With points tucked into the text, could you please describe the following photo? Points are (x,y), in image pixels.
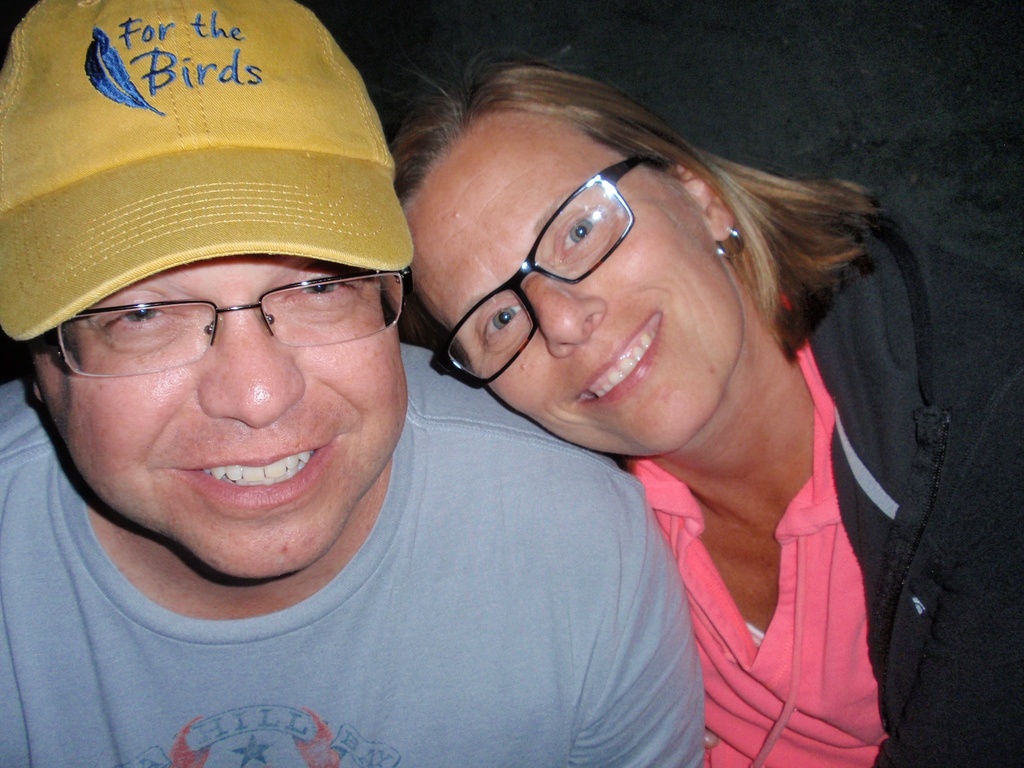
Here we can see two people (299,715). These two people (192,670) are smiling and wore spectacles (590,204). This man (197,401) wore a yellow cap (278,181) and this woman (581,109) wore a jacket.
